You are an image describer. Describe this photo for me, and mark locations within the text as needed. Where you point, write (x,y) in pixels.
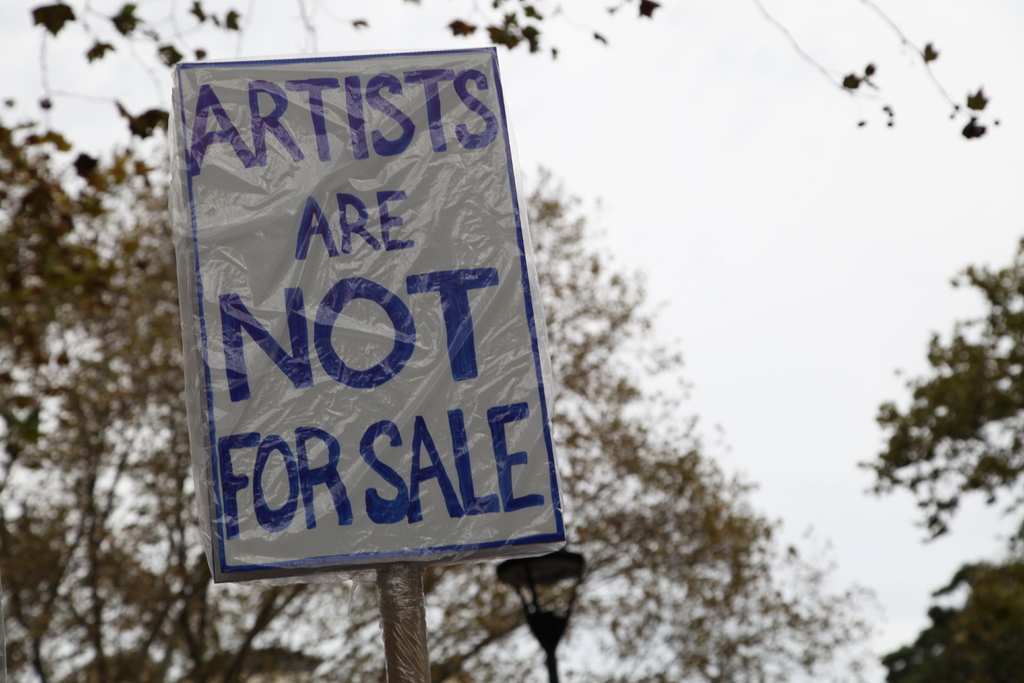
In the center of the image (480,427) we can see a board (321,423). In the background (695,130) there are trees (697,475) and sky (728,248).
